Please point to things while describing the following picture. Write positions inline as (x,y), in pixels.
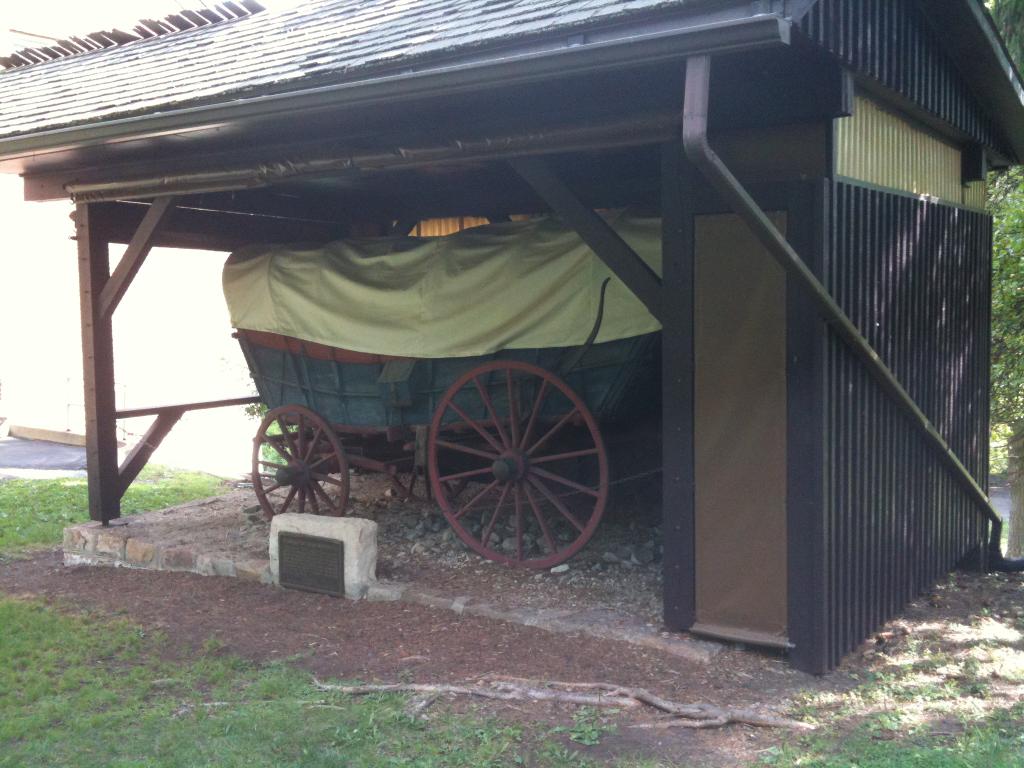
In this image in the center (631,439) there is a shelter (315,179) and under the shelter (392,177) there is a cart (364,383). In the front (250,687) there's grass (297,698) on the ground (551,619). In the background (1001,186) there are leaves (1020,242) visible.
